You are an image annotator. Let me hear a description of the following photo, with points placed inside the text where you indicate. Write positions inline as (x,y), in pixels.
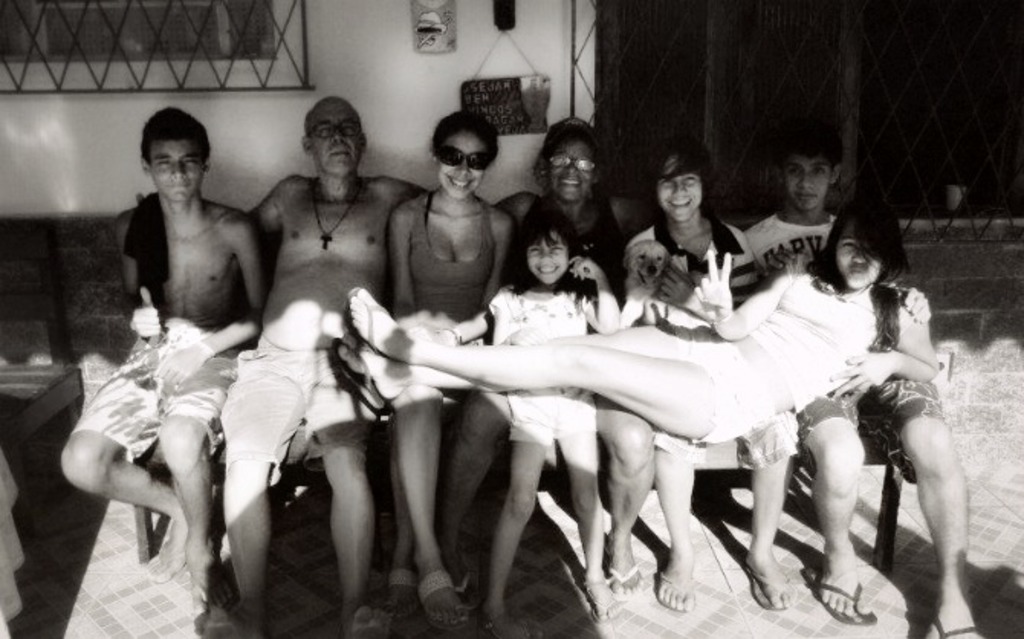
In this image in front (319,262) there are few people (565,390) sitting on the bench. Behind them there is a wall (442,86) and few objects (443,28) were placed on the wall (472,64). Beside the wall (565,67) there are glass windows (910,124). At the bottom of the image (755,605) there is a floor (806,611).
